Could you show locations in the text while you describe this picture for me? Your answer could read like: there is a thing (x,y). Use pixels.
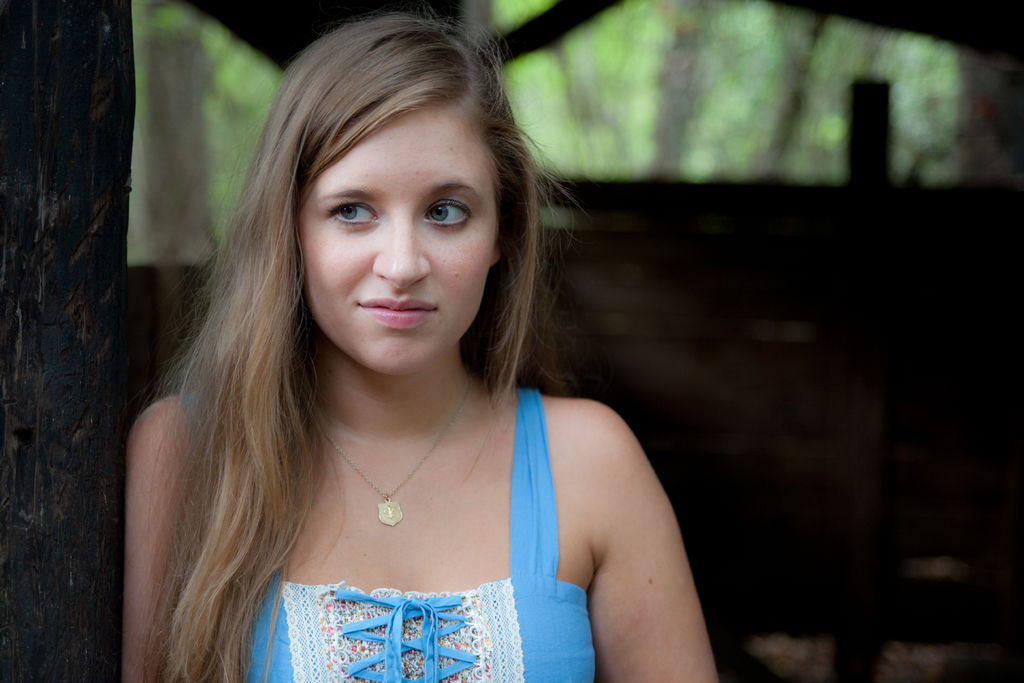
In the foreground of the image (309,416) there is a lady (330,421). In the background of the image (618,268) there is wooden wall (579,217). There are trees (599,116).
